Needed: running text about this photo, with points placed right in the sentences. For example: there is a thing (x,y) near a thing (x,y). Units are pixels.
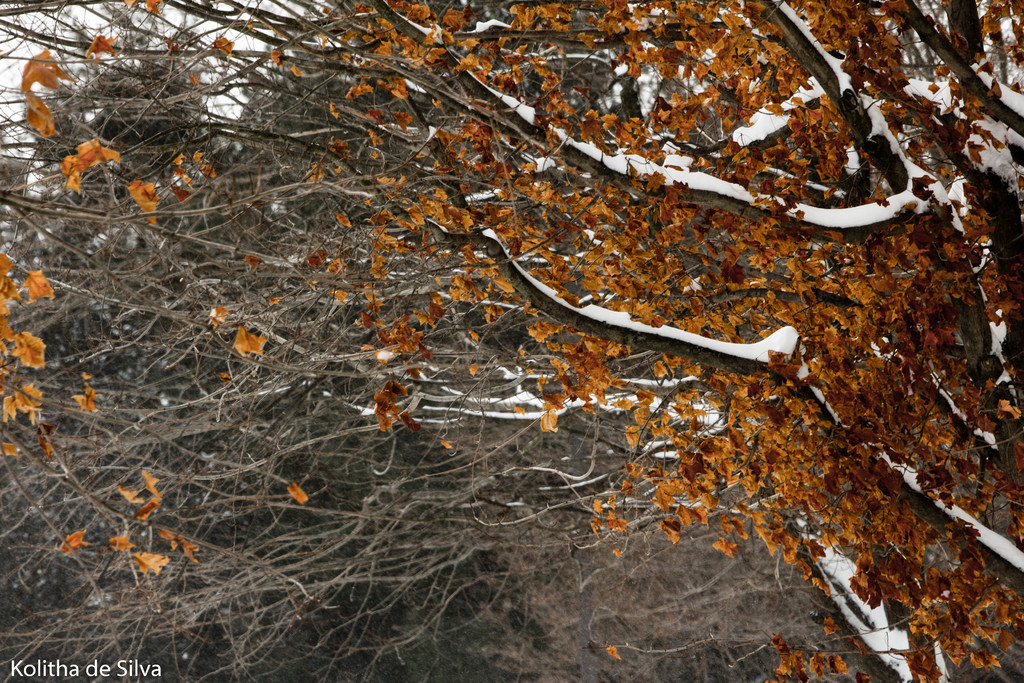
In this image we can see a group of trees (742,492), some trees (570,128) are covered with snow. At the top of the image (239,49) we can see the sky (231,38).
